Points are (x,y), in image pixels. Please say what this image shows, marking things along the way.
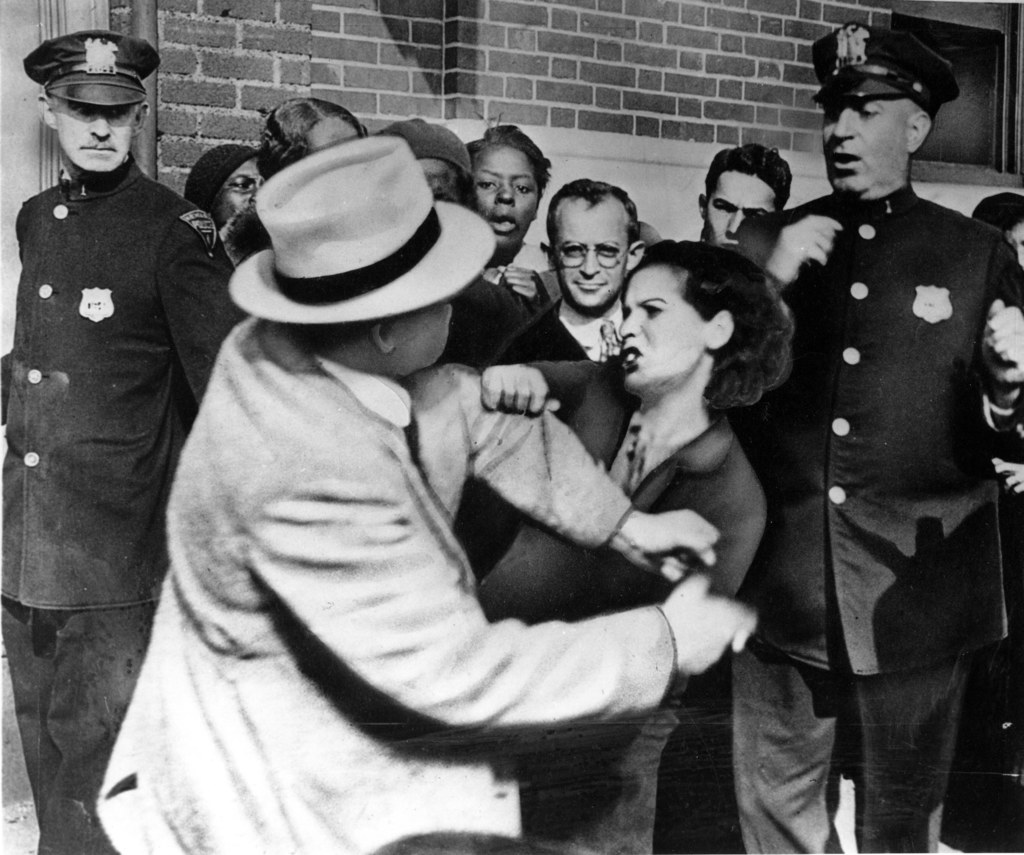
This is a black and white and here we can see two people (357,532) fighting and in the background (216,178), there are some other people (264,128) and some of them are wearing caps (110,98). In the background (397,55), there is a wall (467,58).
